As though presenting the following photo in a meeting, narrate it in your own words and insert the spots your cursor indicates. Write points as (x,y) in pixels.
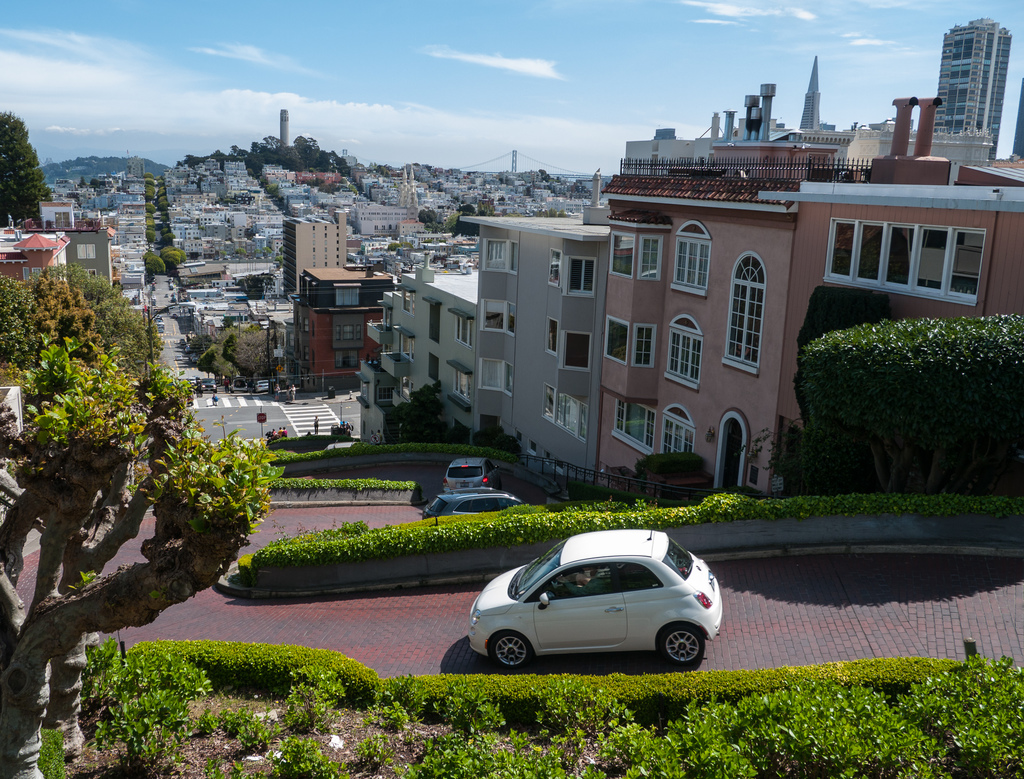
In this image I can see few vehicles (632,638), in front (567,635) the vehicle (658,638) is in white color, I can see trees (55,407) in green color. Background (726,302) I can see few buildings (681,301) in peach, gray, brown and cream color, and the sky (248,55) is in white and blue color.
